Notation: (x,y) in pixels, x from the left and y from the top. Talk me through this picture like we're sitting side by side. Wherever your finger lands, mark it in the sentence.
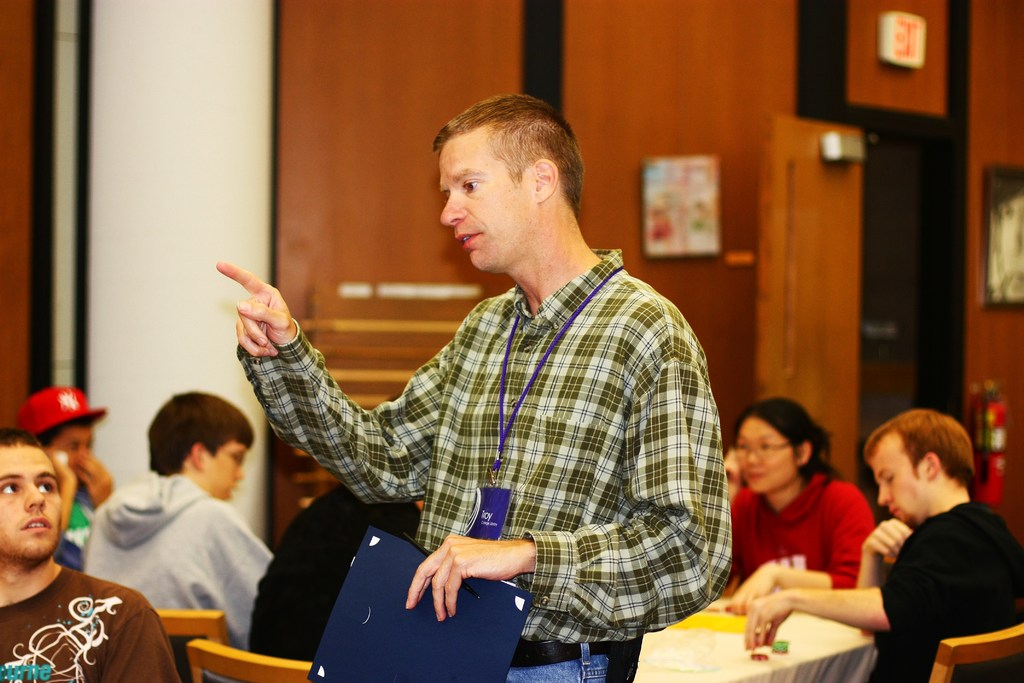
In this image in the middle (512,319) one person (511,339) wearing checked shirt (574,494) is standing holding a folder (424,617). In the background (209,625) there are chairs (255,655) and tables (821,631). On the chairs (215,642) people (117,527) are sitting. On the table (737,651) there are papers (715,625) and few other things (763,659). On the wall (613,180) there are frames (682,205).
